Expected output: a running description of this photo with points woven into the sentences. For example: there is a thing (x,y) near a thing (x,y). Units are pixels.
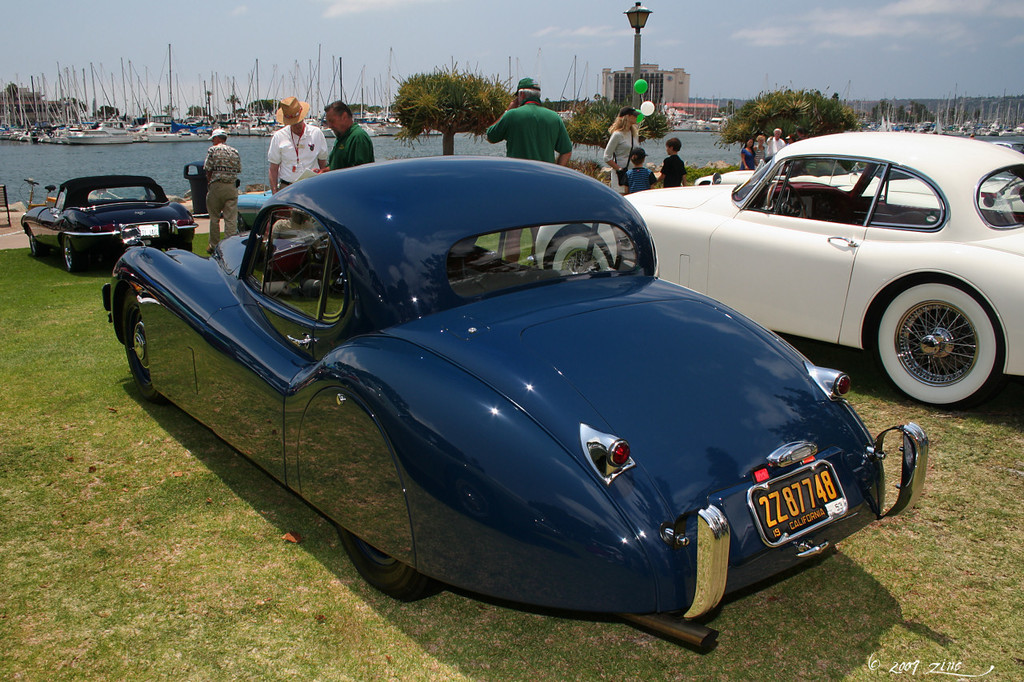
In this picture I can see few cars (547,270) in front (948,174) and I see number of people (280,166) and I see the green grass (59,392) and in the middle of this picture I see the water (234,144), trees (761,116) and a pole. In the background (691,107) I see number of boats (995,125), a building (611,76) and the sky (557,59).
